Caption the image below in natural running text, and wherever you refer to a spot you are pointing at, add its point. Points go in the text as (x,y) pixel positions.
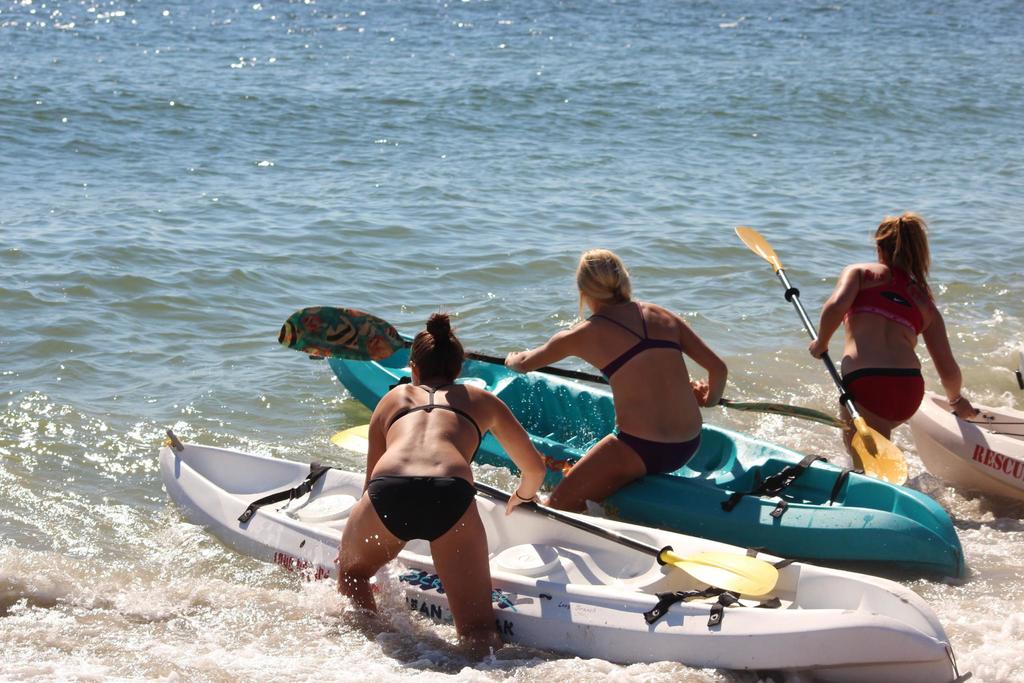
In this image, we can see some boats (772,561) in the water (8,409), we can see some women (361,587).
